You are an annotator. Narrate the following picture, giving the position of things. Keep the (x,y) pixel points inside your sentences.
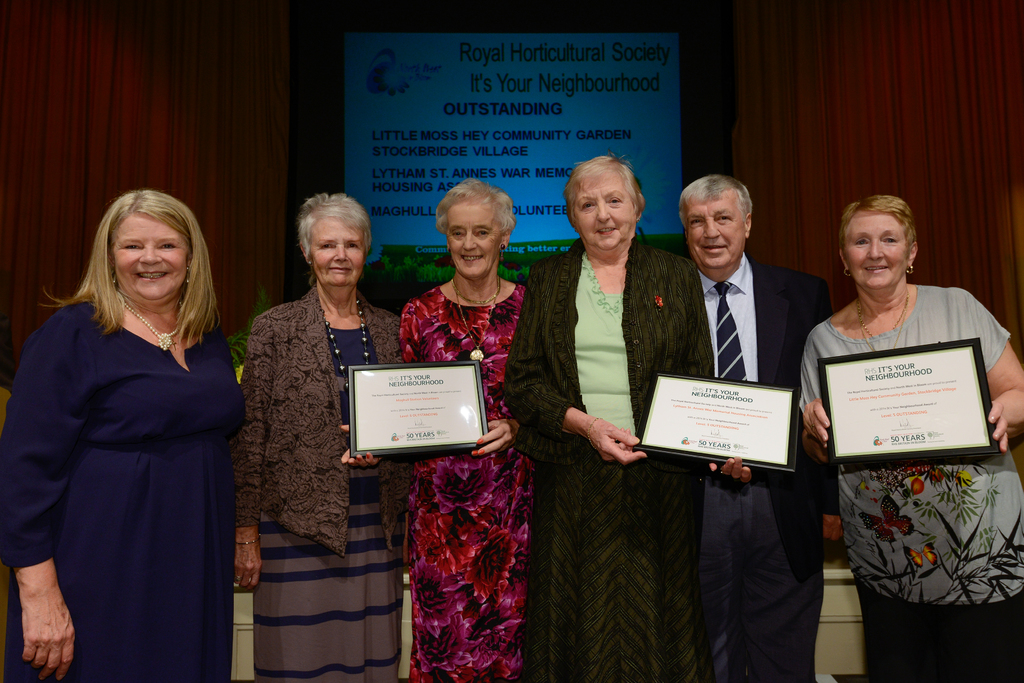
In this image I can see few people (680,339) standing and few are holding frames (410,369). They are wearing different color dress (730,375). Back I can see a screen (662,102) and brown color curtain (881,78).
